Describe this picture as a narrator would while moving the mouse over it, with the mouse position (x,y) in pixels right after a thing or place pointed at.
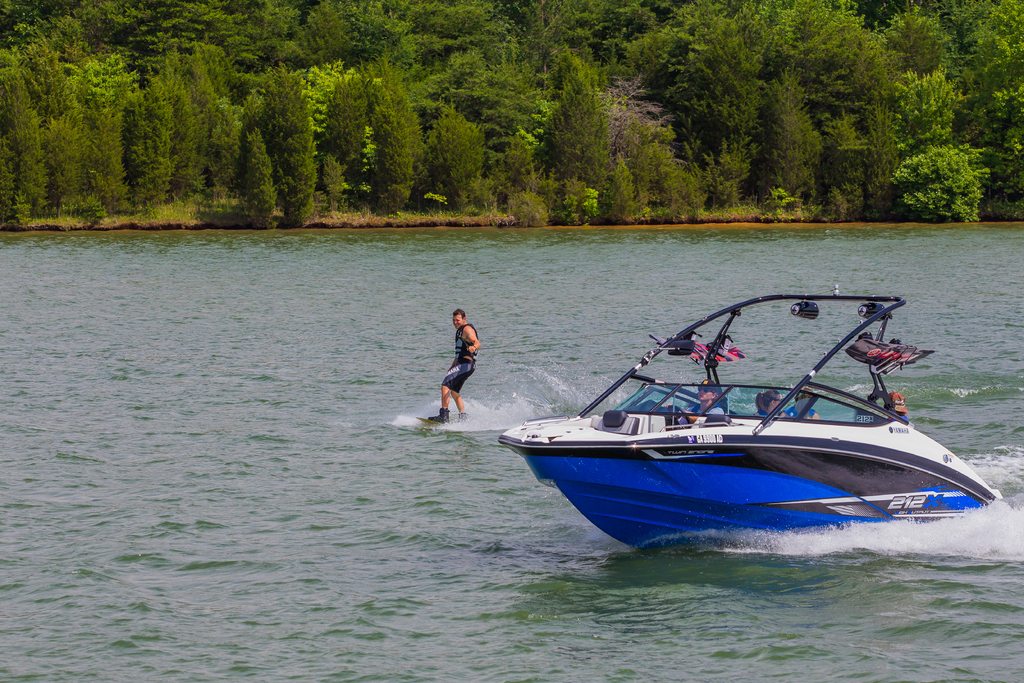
In this picture I can see few people (800,412) seated in the boat (720,389) and a man (448,403) is wake surfing in the water (494,246) and I can see trees (647,159).
